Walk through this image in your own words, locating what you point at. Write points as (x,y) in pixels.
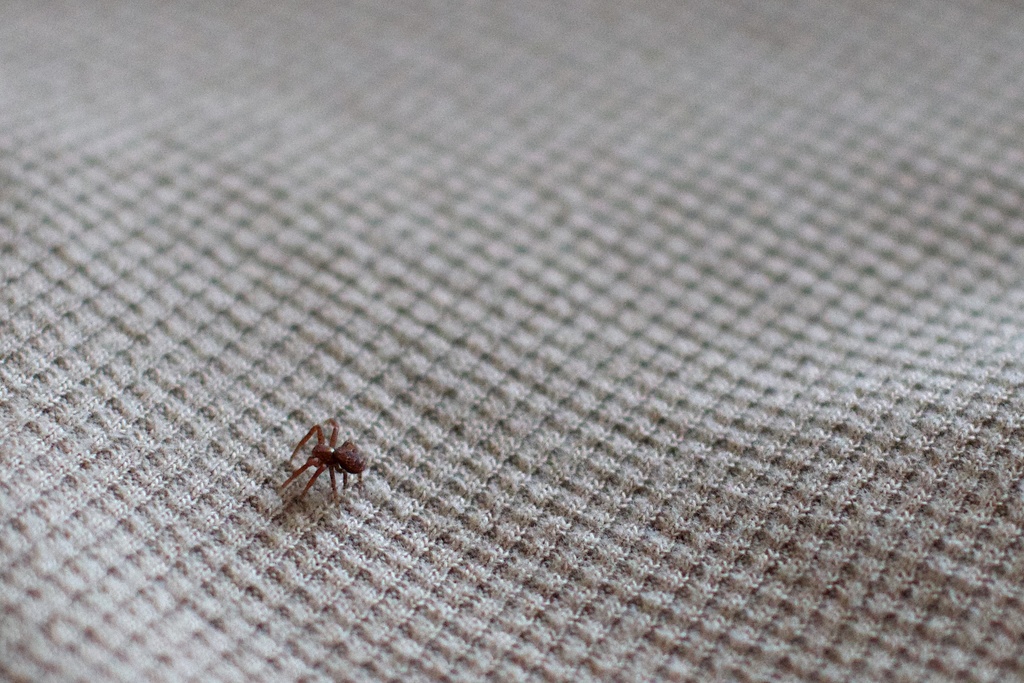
In this picture we can see an insect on a cloth (440,366).
